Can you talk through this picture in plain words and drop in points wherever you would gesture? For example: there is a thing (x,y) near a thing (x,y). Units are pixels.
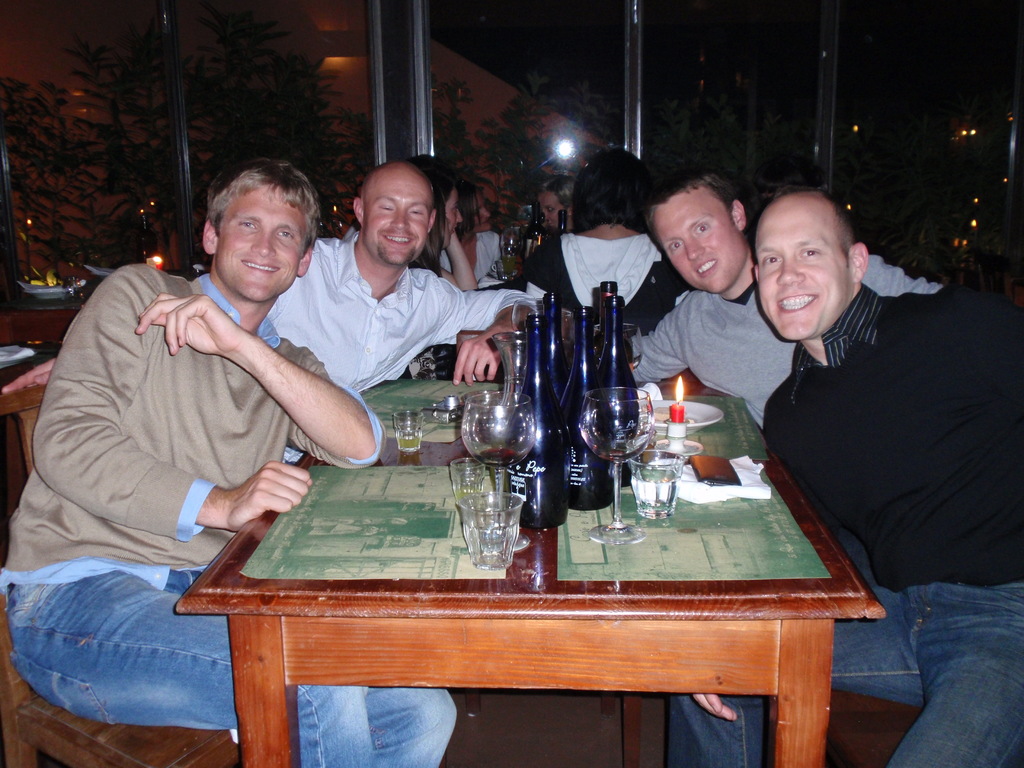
In this image i can see few persons (140,360) sitting on chairs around the table (365,606). On the table (421,593) i can see few glasses (452,463), few bottles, a mobile (713,465), a plate (667,409), few tissues (695,495) and the candle (682,379). In the background (256,119) i can see few trees (260,101), dark sky (558,55) and few other people (563,208) sitting on chairs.
